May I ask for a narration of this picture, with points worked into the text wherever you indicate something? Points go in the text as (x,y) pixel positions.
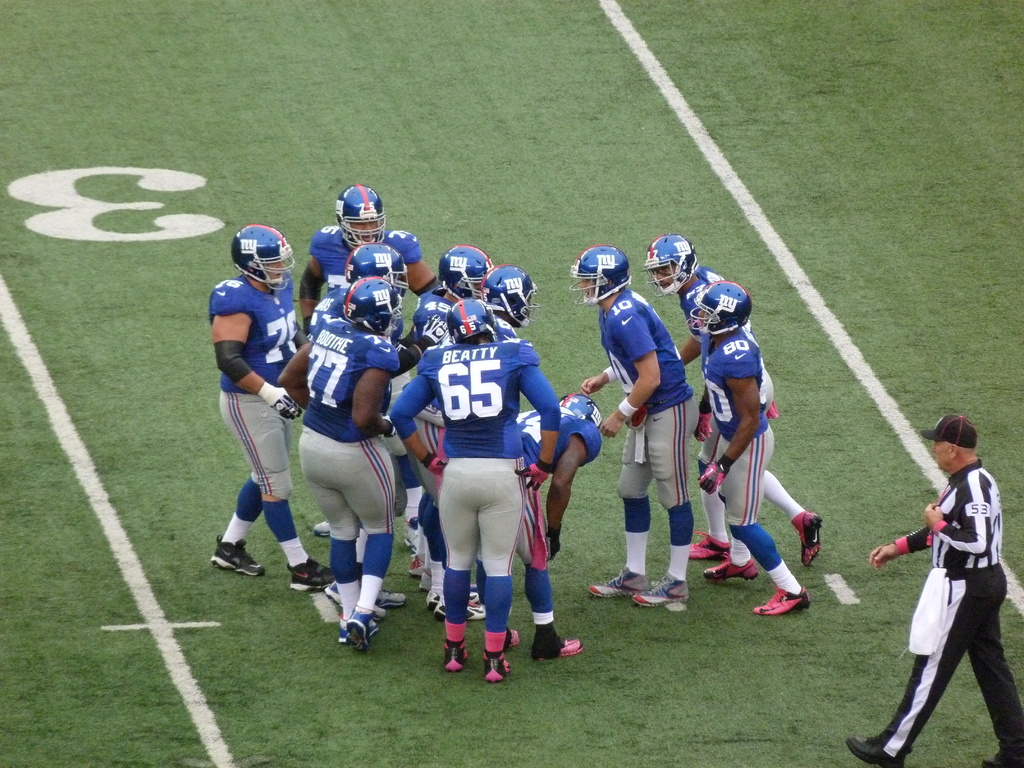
In this image I can see there are few persons (636,419) wearing helmets (617,273) visible on ground (428,21) and I can see a person (938,518) wearing a black and white color dress (980,466) walking towards ground (662,547) on the right side (921,536).
